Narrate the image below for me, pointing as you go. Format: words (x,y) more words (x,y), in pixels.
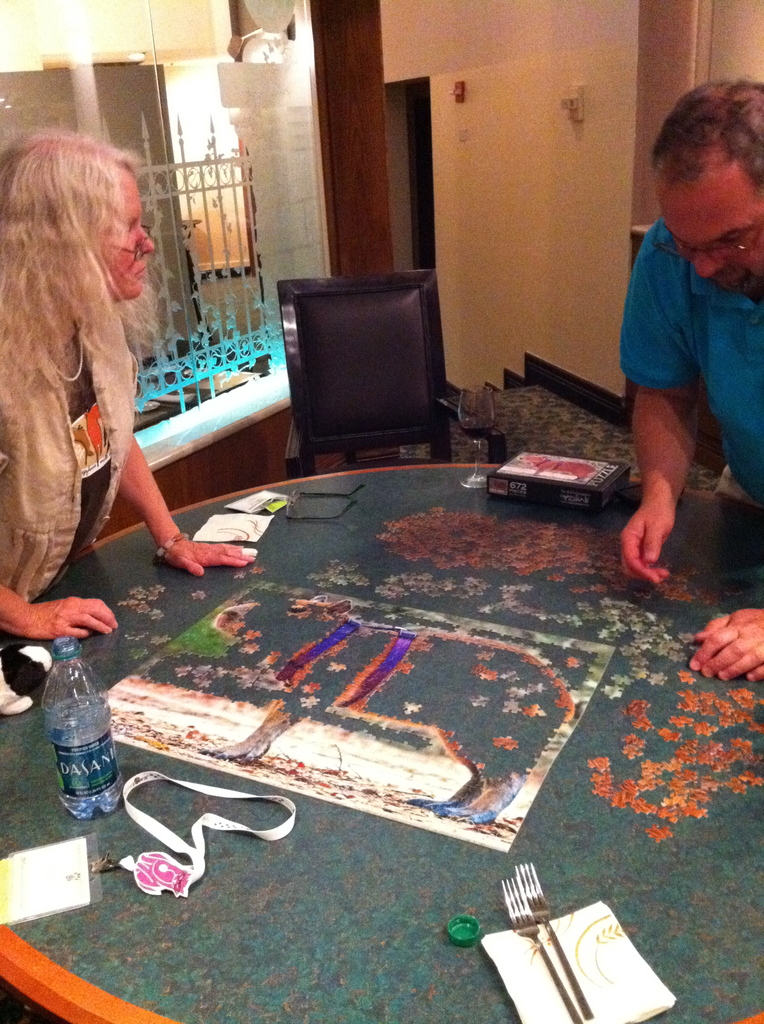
In this image there are two persons (52,402) standing besides a table (618,509) and playing a puzzle (648,673). There is a woman (140,506) in left side (130,177) and man (728,628) in the right side (712,638). On the table (347,864) there are puzzle cards (449,618), bottle (77,639), identity card (36,846), forks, tissues (608,940) and a glass (487,402). In the background (438,239) there is a wall (441,249), a chair (317,305) and a door (402,100).
